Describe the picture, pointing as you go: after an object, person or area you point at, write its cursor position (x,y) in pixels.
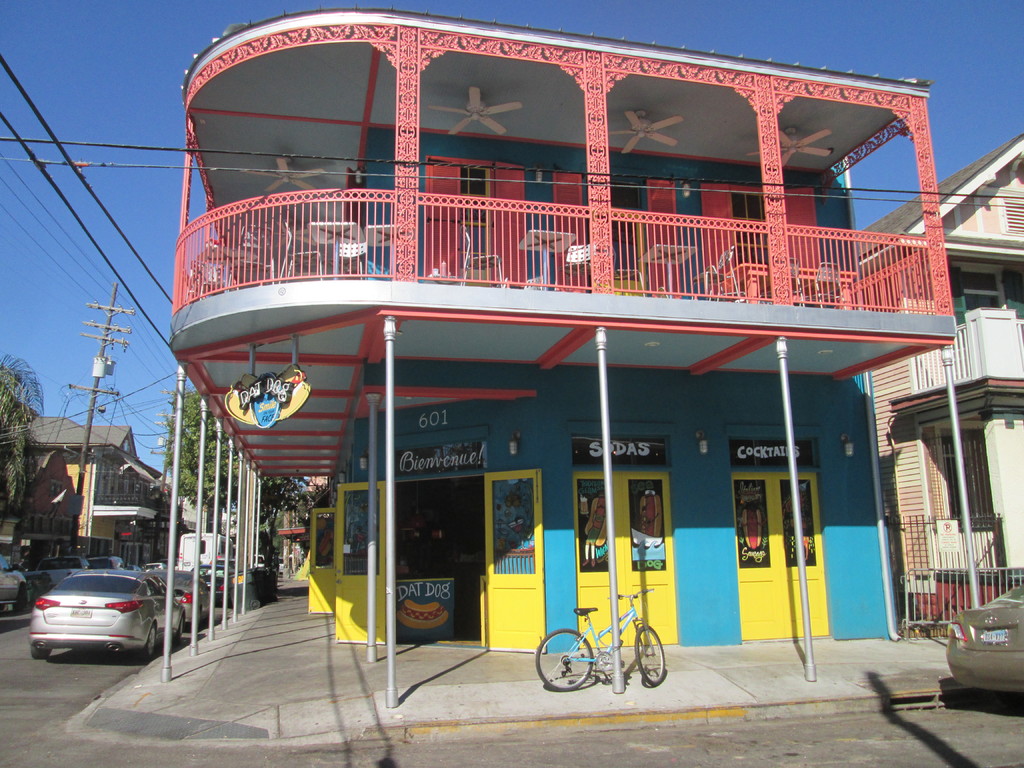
In this picture I can see many buildings (726,498). At the bottom (569,628) there is a bicycle (561,661) which is parked near to the poles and doors (778,537). On the left (63,591) I can see many cars (60,609) which are parked on the road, beside that I can see the electric poles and trees (2,411). On the left (102,248) I can see many electrical wires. At the top (21,203) I can see the sky (892,9). On the roof (349,100) of the building (611,143) I can see the fans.
